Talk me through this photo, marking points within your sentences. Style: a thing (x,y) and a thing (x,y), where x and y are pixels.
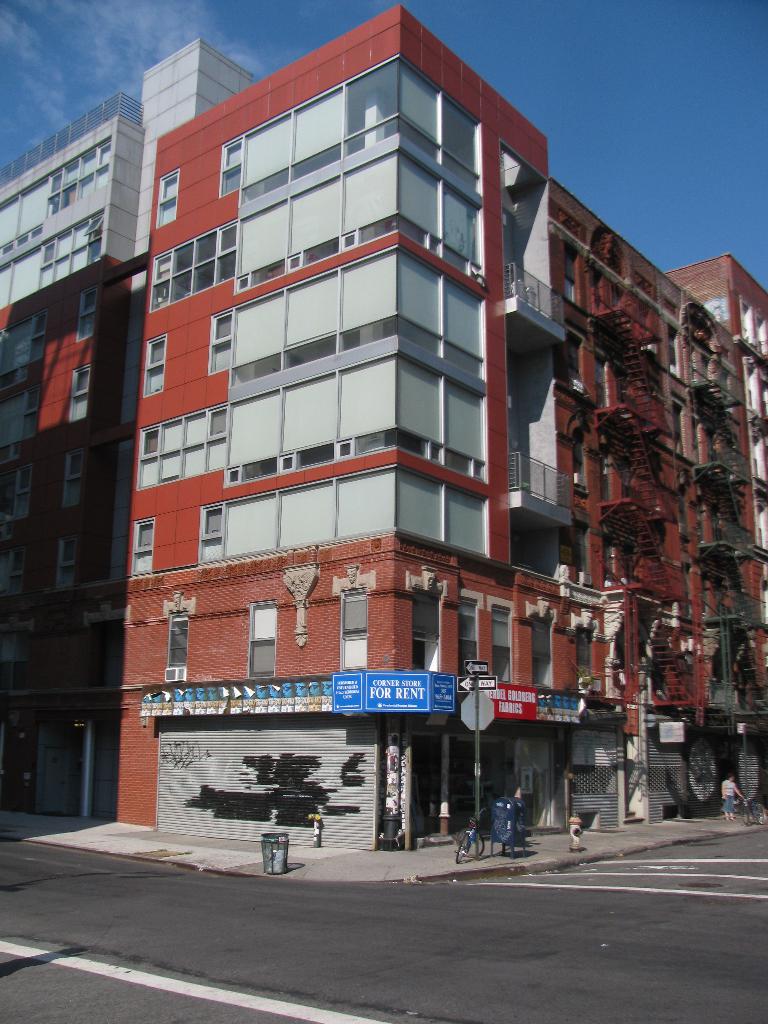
This image is clicked on the road (405,938). There are markings (212,999) on the road (266,916). Beside the road (243,940) there is a walkway (489,846). On the walkway (490,856) there are cycles (476,828), dustbins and a person (728,795). Beside the walkway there are buildings (338,436). There are boards (361,695) with text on the walls (611,696) of the building (469,736). There is a sign board (472,722) to a pole (477,743) on the walkway (470,841). At the top (313,24) there is the sky (613,44).
